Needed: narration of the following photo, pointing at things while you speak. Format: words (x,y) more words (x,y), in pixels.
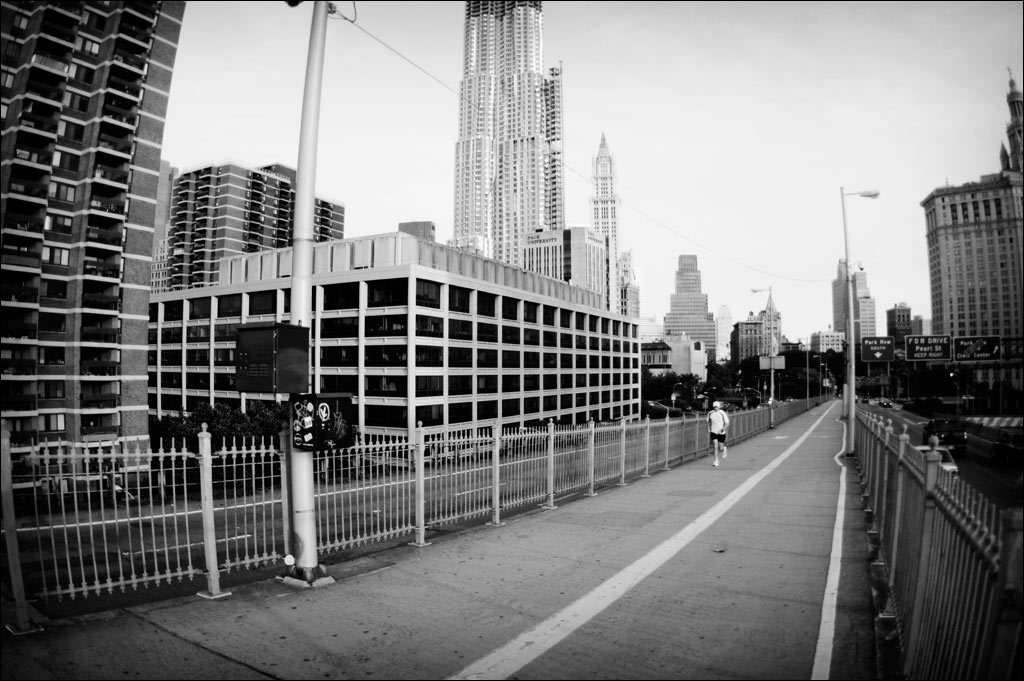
This is a black and white image. In the foreground of the picture (581,514) there are street lights (864,196), cable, railing (468,487) and pavement (661,481), on the pavement (709,460) there is a person (724,455) running. In the center of the picture (415,326) there are buildings (581,329), skyscrapers (484,242), trees (670,382) and hoardings (909,353). Sky (671,108) is cloudy.
